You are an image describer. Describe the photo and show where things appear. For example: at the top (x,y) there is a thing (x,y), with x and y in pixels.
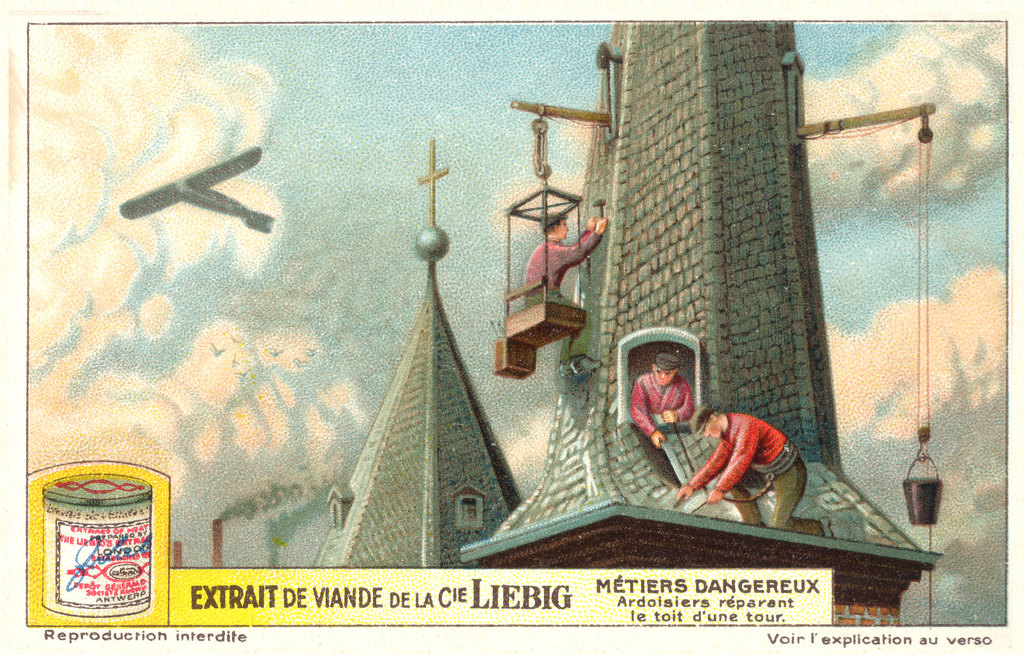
In this image we can see a church (623,422). We can see few people (658,415) working on the church (426,234). There is an aircraft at the left side of the image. We can see the clouds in the sky (372,342). There is some text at the bottom of the image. There is a rope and a bucket (929,491) at the right side of the image (914,487). There is a box (128,568) at the left side of the image (111,559). We can see the chimneys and smoke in the image.
